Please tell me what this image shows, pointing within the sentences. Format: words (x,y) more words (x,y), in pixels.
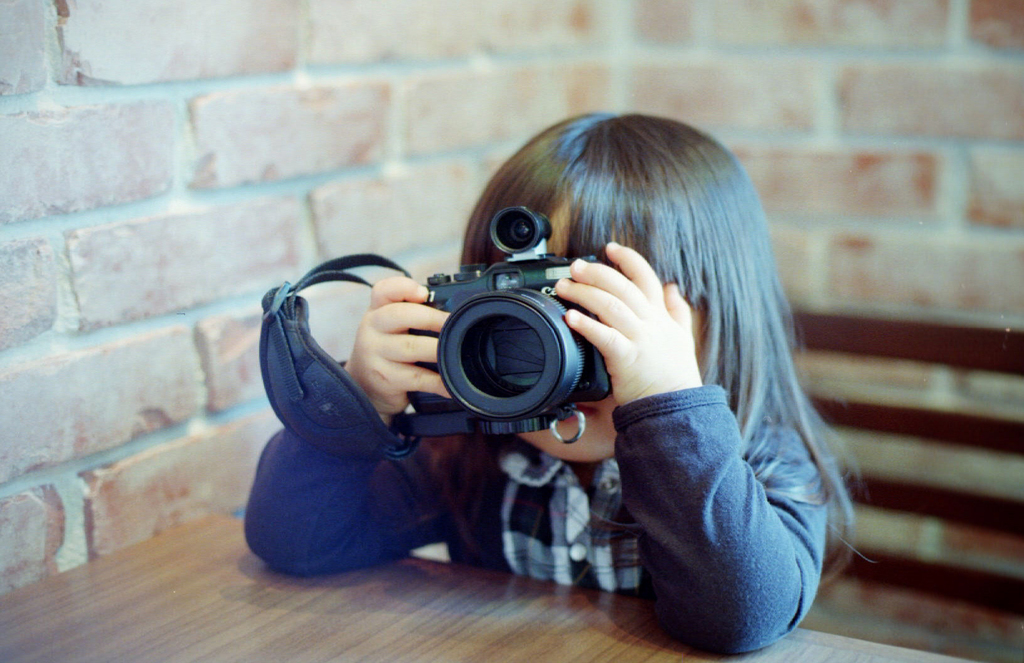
This is a small girl (608,518) holding a camera (528,392) and sitting. This is the wooden table (319,628). At background (178,488) I can see a bricks (337,139) with the wall (547,69).
